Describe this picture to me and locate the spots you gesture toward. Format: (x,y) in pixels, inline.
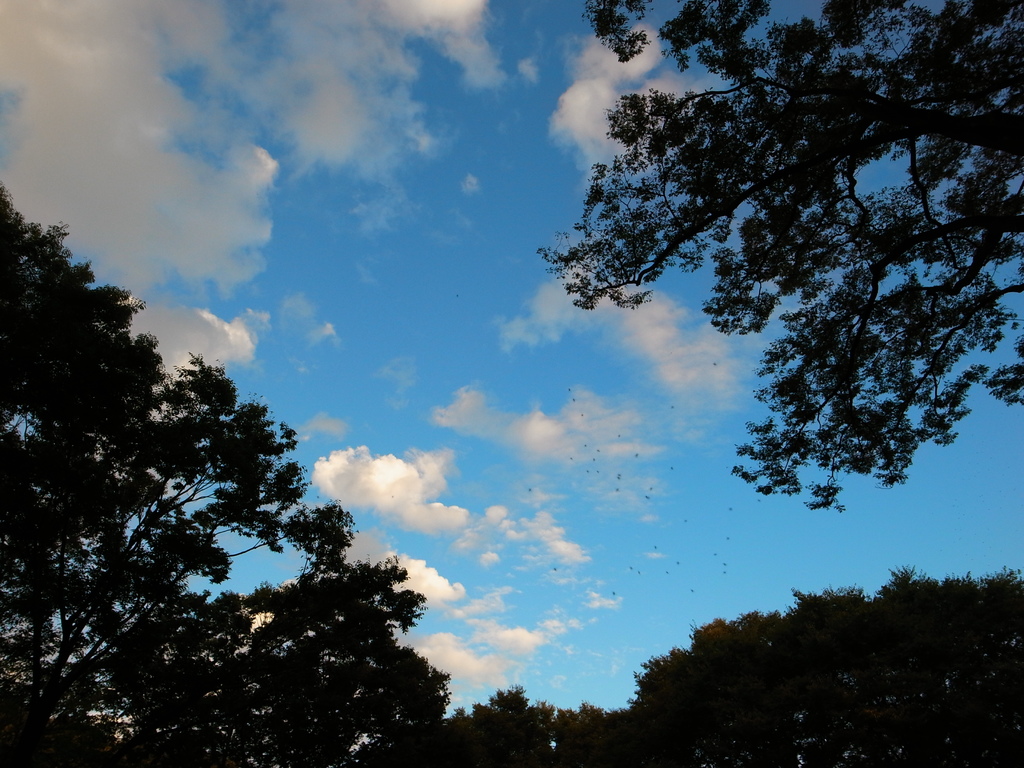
In this image there are trees (808,365). In the background (544,318) there is sky (428,337).
